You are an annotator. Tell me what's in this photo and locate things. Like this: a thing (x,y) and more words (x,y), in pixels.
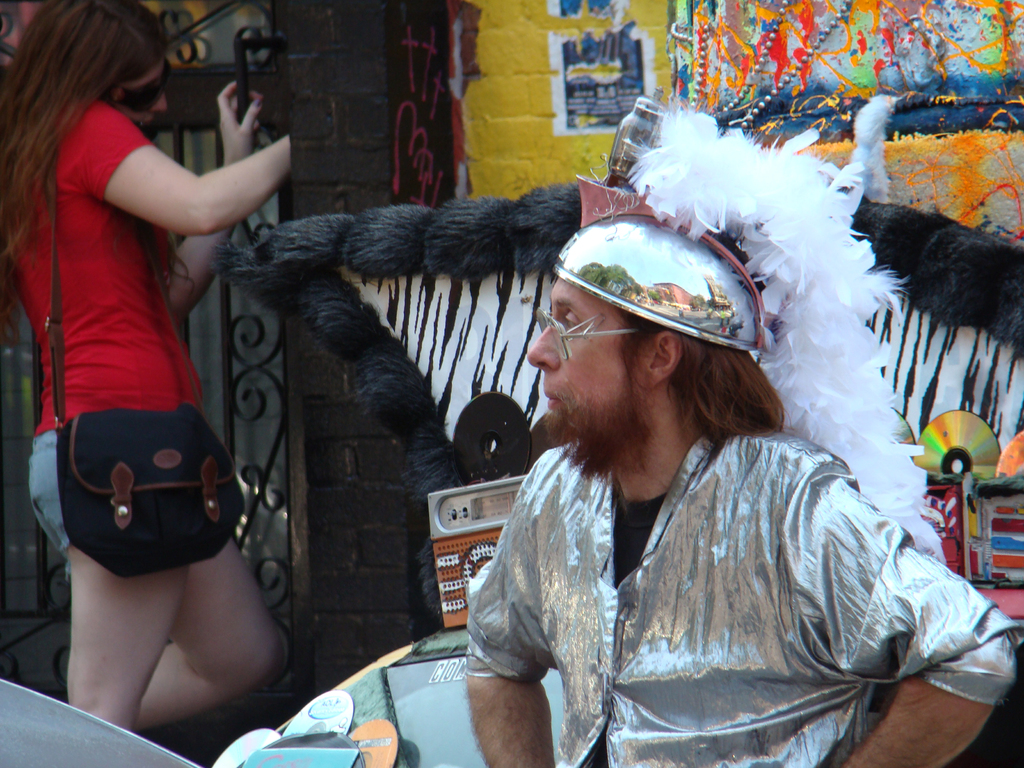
In this image I can see two people (750,608) with different color dresses (765,609). I can see one person (188,643) wearing the bag (130,495) and another person (668,282) with the head wear (669,289). In the background (445,586) I can see metal gate (276,540), compact disc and many objects (932,472). I can see the wall painting (497,57) in the background (436,66).
